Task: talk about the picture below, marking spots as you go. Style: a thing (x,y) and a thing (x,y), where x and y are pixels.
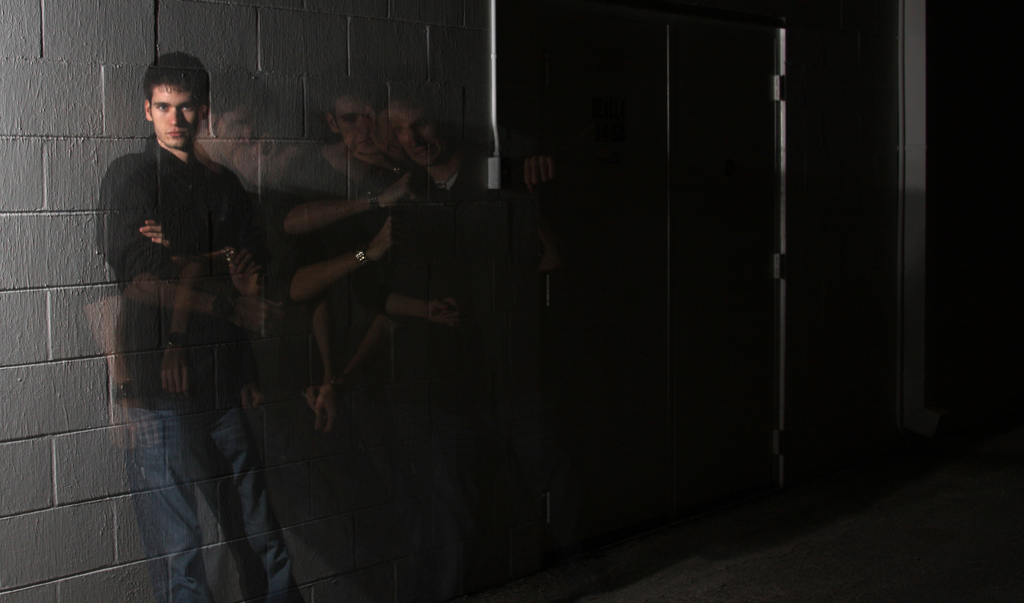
In this image there is a man (248,264) on the left (173,258) who is leaning on the wall (73,181) by folding his hand (154,225). On the right side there are reflections (433,244) of his image.
